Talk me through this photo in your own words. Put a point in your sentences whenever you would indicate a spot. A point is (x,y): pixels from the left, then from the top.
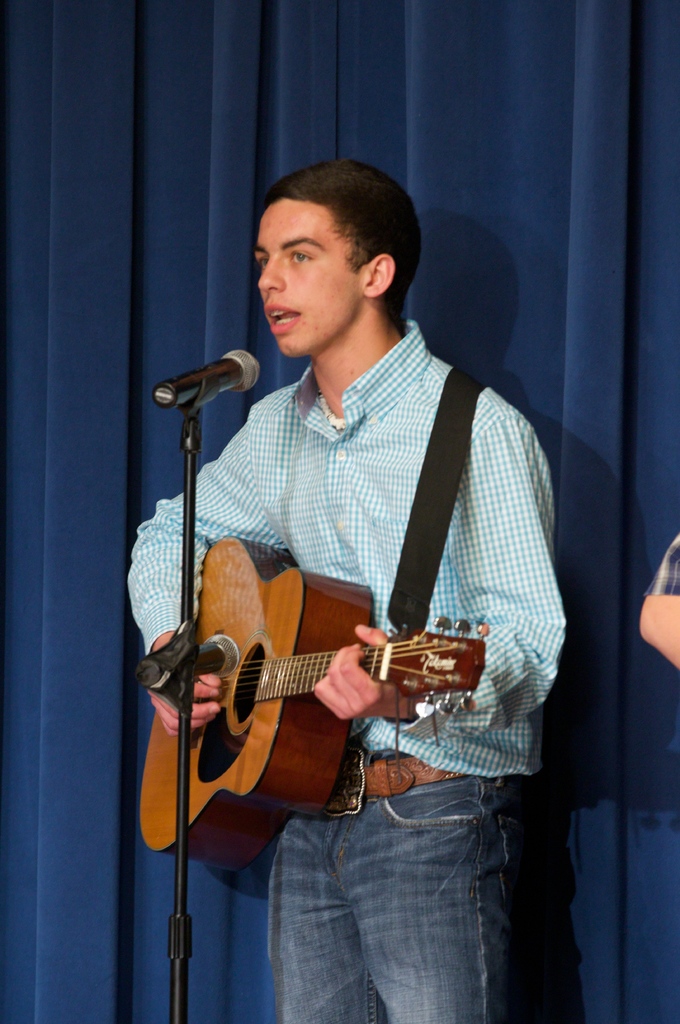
In this image I see a man (267,467) who is standing and holding a guitar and in front of him there is a mic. In the background (77,431) I see the curtain (13,510).
